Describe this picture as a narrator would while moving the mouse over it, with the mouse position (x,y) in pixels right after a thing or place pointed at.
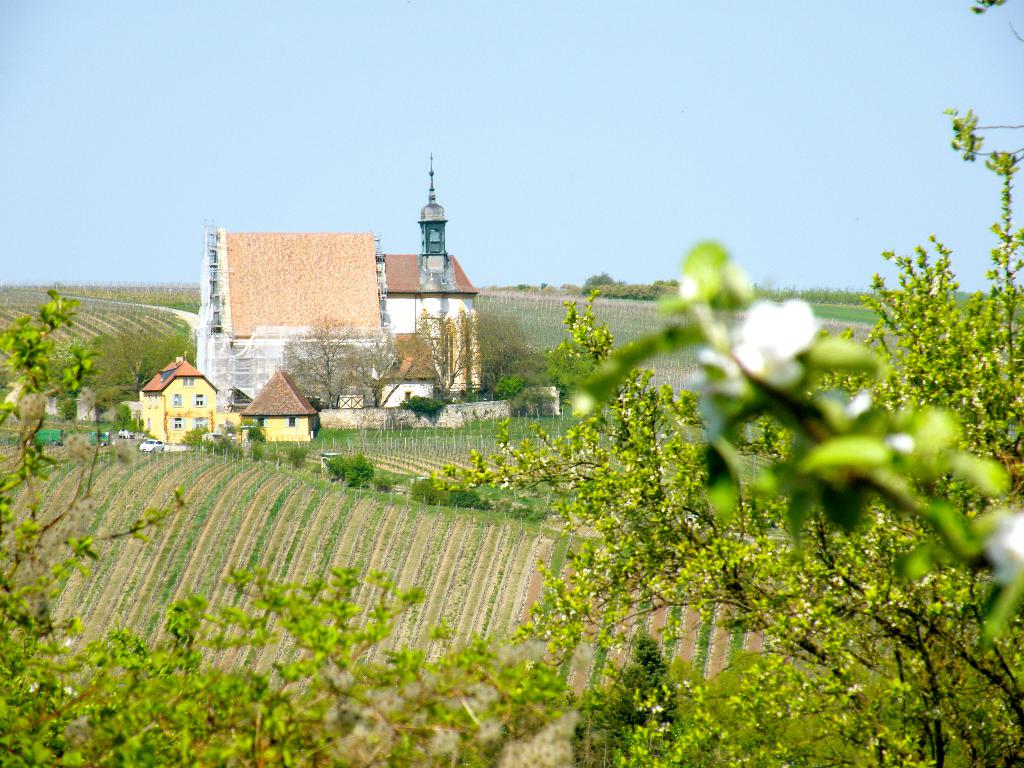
In this image, we can see buildings (445,227) and there are trees (624,415), plants (629,312) and some vehicles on the road (180,448) and there are poles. At the top (516,176), there is sky (203,69).
